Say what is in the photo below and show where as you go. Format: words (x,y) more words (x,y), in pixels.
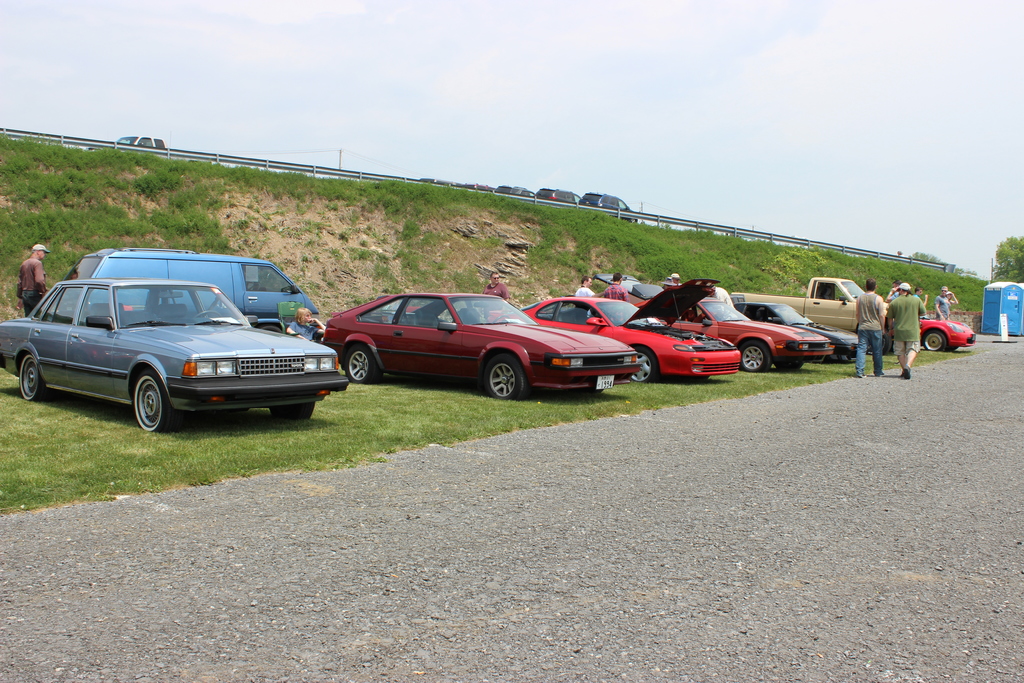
This picture is taken on the wide road (841,499). In this image, in the middle (587,357), we can see few cars (577,370) which are placed on the grass (502,410), we can also see a group of people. On the right side (1017,276), we can see a group of people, trees (1005,269). In the background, we can also see a few cars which are moving on the bridge (342,176). At the top (399,95), we can see a sky (830,135) which is a bit cloudy, at the bottom (737,468), we can see a grass (444,412) and a road (784,473).
